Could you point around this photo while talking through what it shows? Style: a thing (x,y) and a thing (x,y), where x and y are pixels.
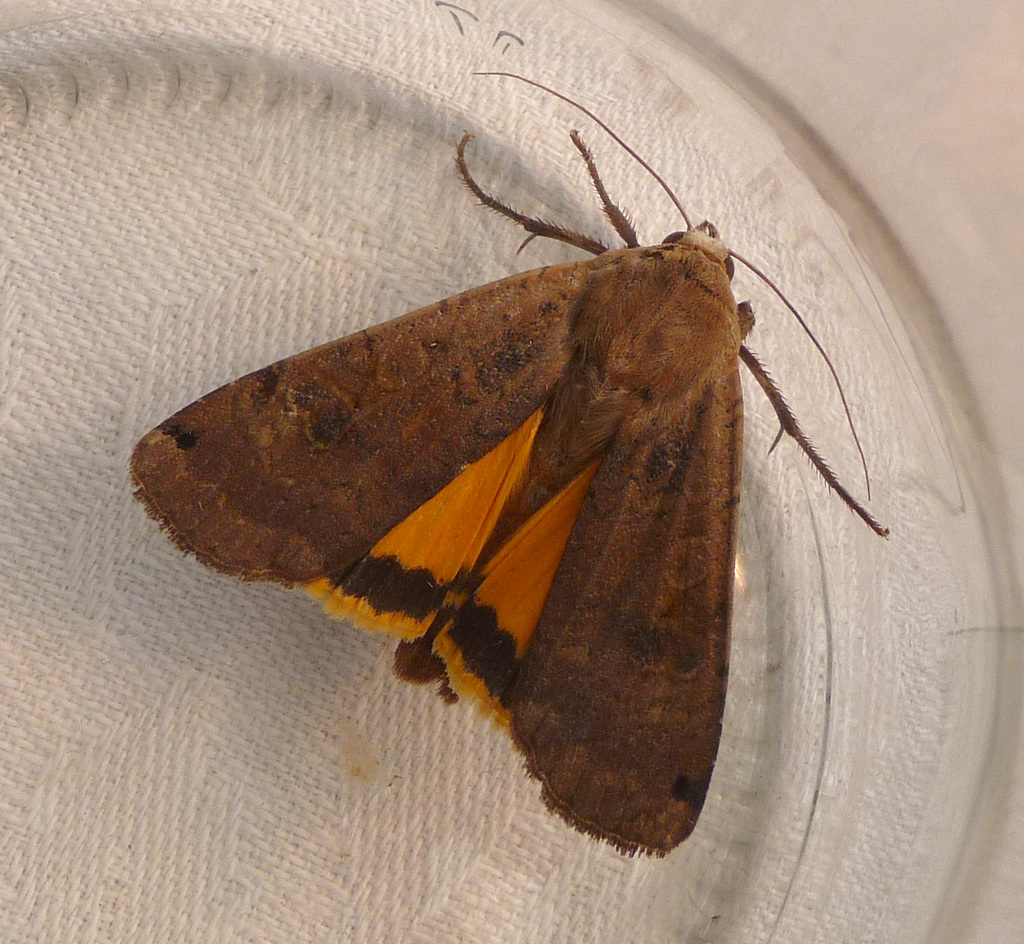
There is a brown and yellow color moth (531,453) on a white surface (803,718).
